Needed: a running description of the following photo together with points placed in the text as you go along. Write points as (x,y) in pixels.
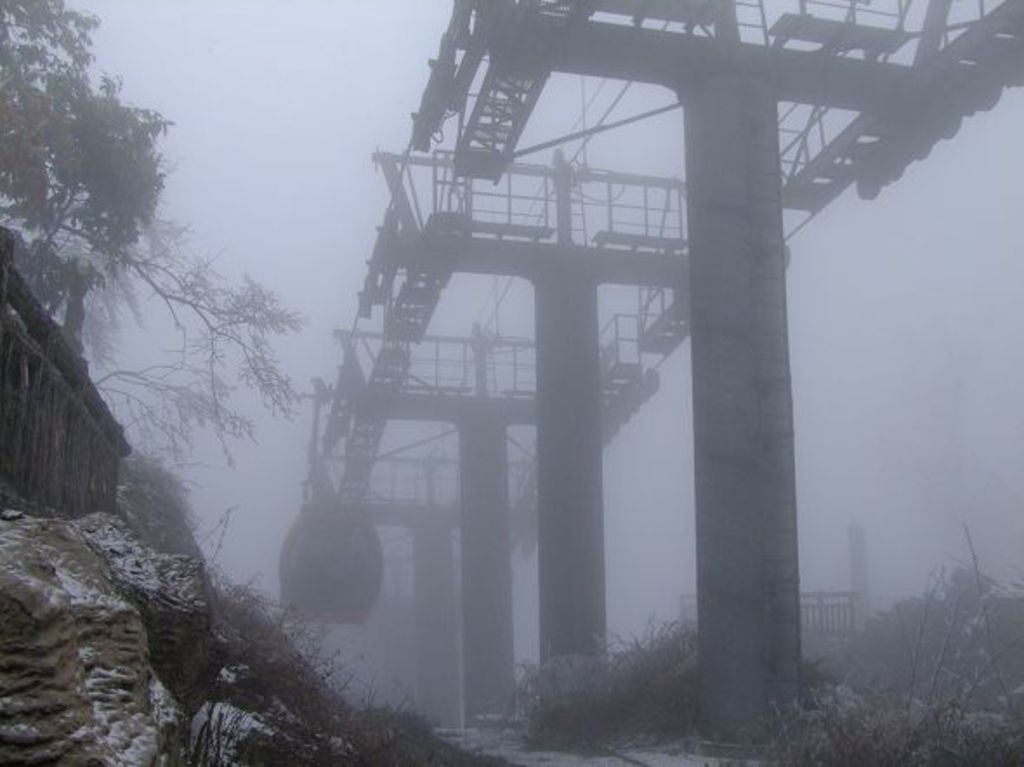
This is an outside view. At the bottom (312,726) there are many plants (943,716) and a rock (69,646). On the left side (55,436) there is a wooden fencing (76,408). In the middle of the image (584,319) there is a cable car tower (477,242). On the left side (144,235) there are trees (146,262). This place is covered with the fog (350,309).
